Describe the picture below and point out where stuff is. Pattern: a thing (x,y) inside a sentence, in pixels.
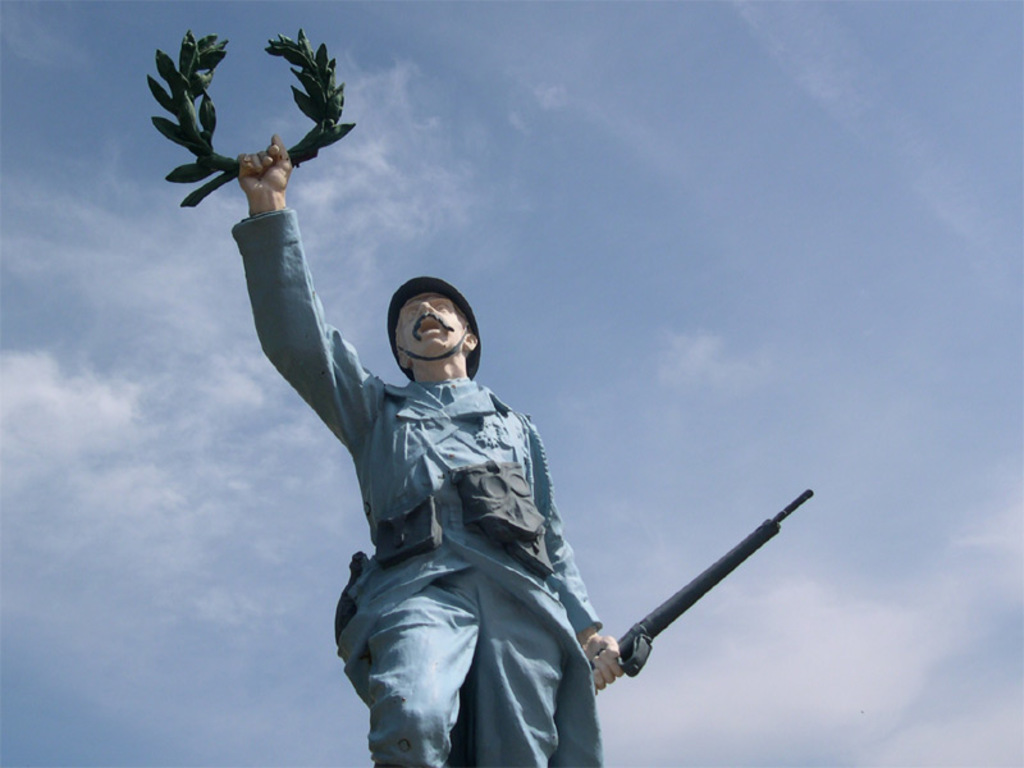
In this image I can see there is a statue (397,326) of a man (399,306), holding a weapon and the sky (536,245) is cloudy.
